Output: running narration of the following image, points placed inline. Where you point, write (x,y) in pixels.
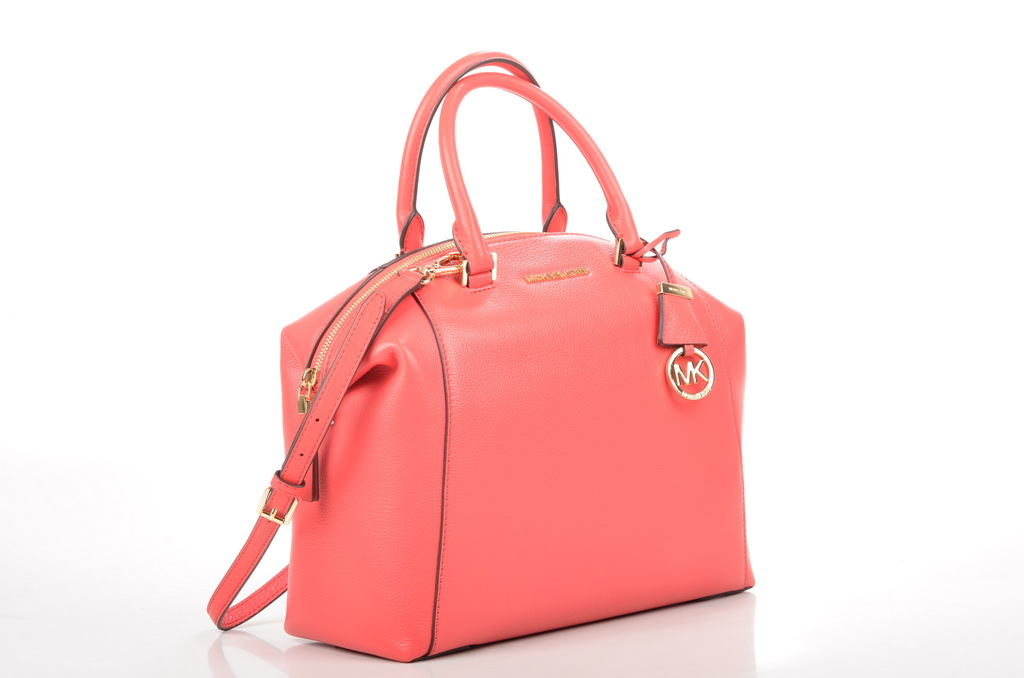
This picture shows pink color handbag (485,437) placed on the floor (515,649). There is a white background (245,144) here.
